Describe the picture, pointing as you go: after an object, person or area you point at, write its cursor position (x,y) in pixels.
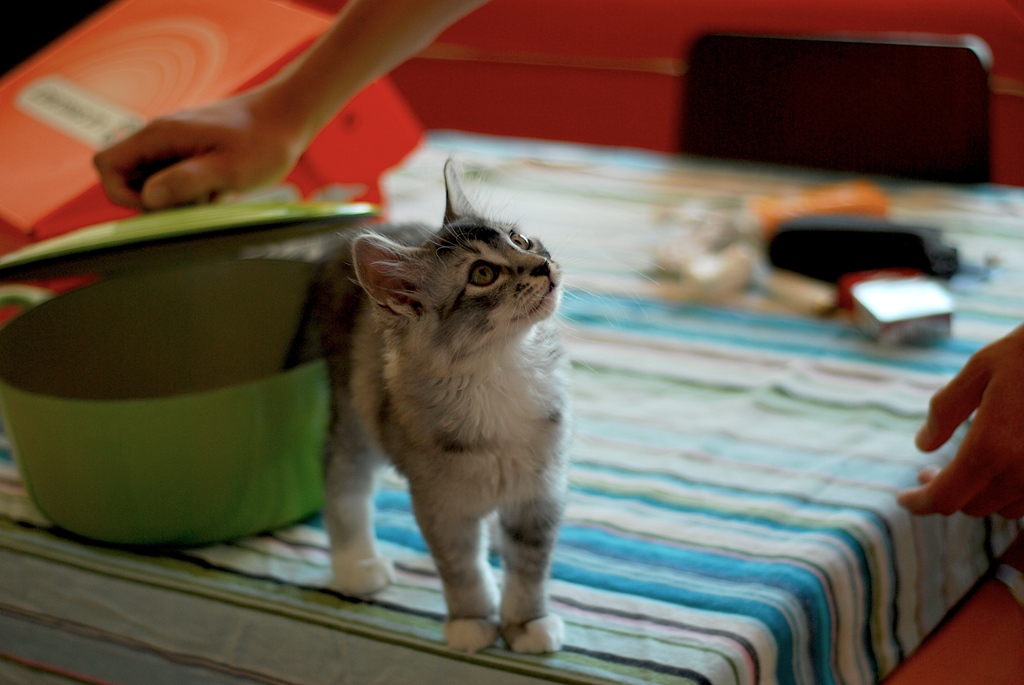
On the left side (335,415), there is a cat (554,349) standing on a table (593,600) which is covered with a cloth (260,554) on which, there is a green color vessel (280,378) and other objects (361,155). Above this vessel (225,270), there is a person (246,101) of a hand (251,143), holding a cap (227,224) of this vessel (259,419). On the right side (1003,489), there is a hand (1014,385) of a person (989,509). In the background (911,71), there is a black chair (761,63). And the background (825,102) is blurred.
